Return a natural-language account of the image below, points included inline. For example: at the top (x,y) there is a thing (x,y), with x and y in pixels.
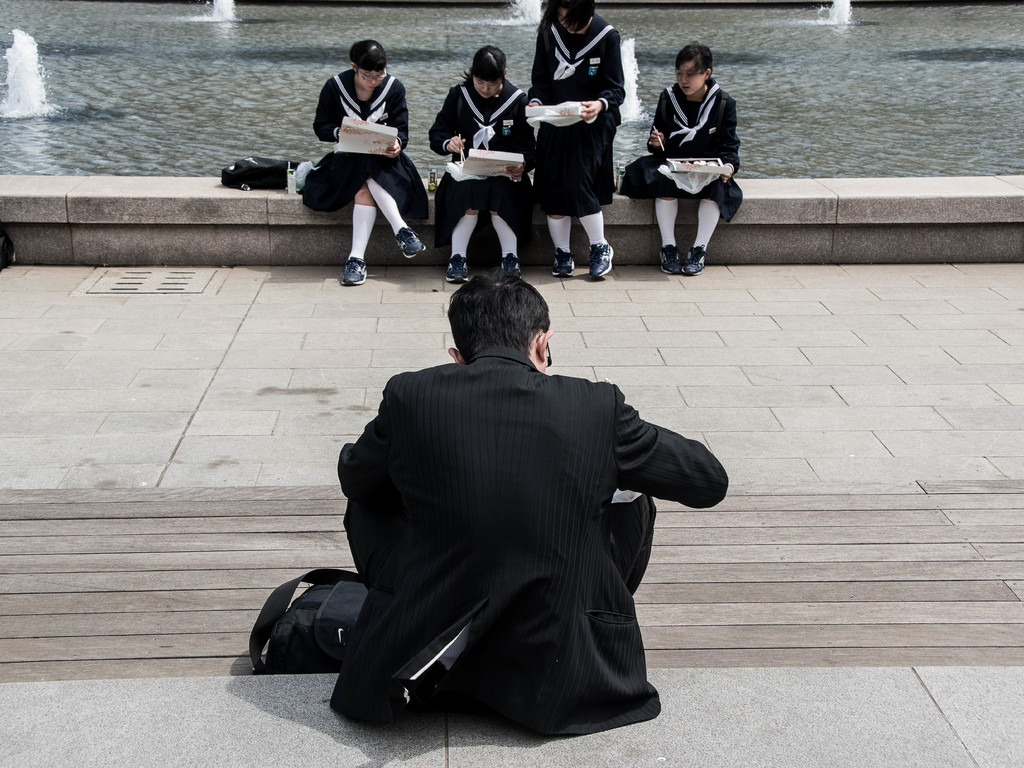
At the bottom of this image (558,636), there is a person (545,474) in a suit (470,481), sitting on a platform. Beside him, there is a bag (291,625) on a step (217,662). In the background (328,91), there are persons (706,69), holding some objects (680,157), one of them is standing beside them, there is a bag (231,173) on a wall (198,206) and there are fountains (9,57) in the water (171,36).
